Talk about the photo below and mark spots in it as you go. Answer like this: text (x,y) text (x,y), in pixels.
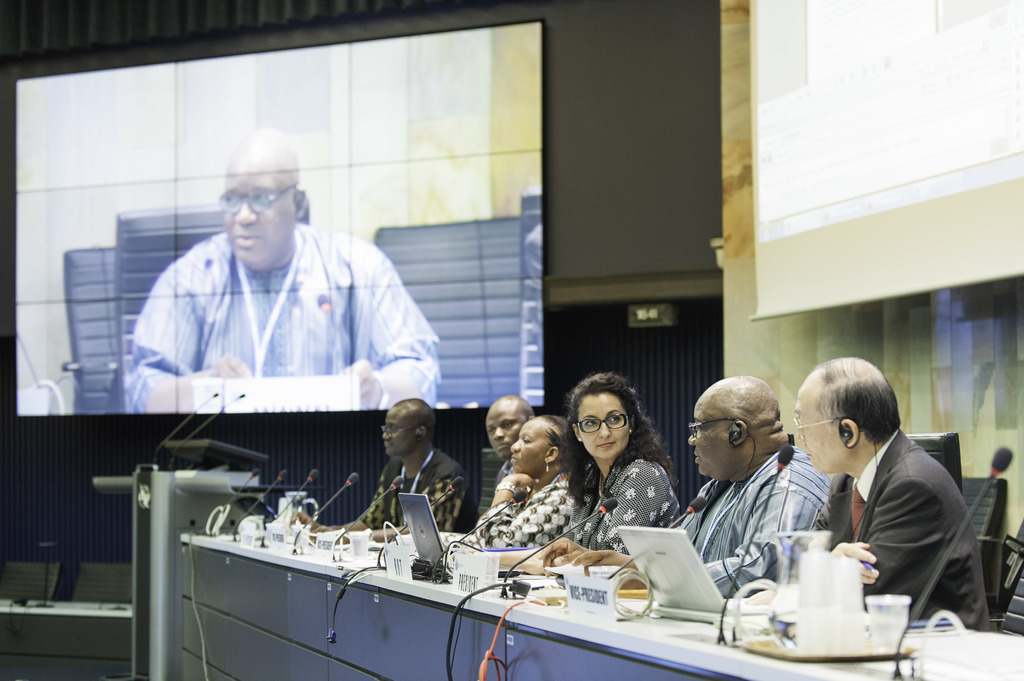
In this image a few people (503,454) are sitting on chairs (1005,554). There is a table (484,615), on top of it there are laptops (435,538), glasses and microphones (594,515) placed on it. Beside the table (189,555) there is a podium (189,476). At the background of the image (37,86) there is a large screen (107,223) displaying a person (258,233).
